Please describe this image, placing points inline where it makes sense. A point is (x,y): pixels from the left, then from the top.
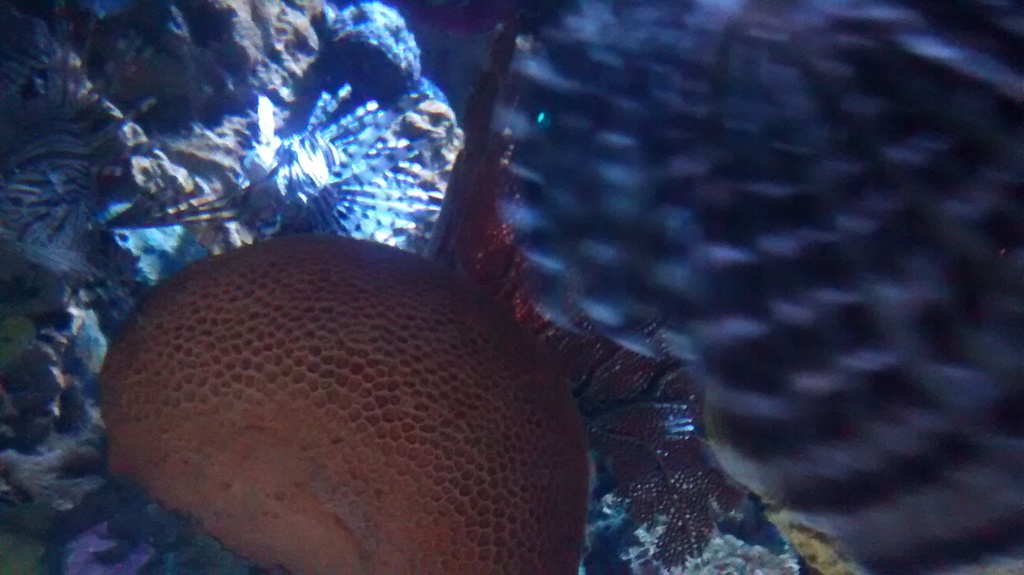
In this image we can see water animal (447,384) in the water (546,203).
